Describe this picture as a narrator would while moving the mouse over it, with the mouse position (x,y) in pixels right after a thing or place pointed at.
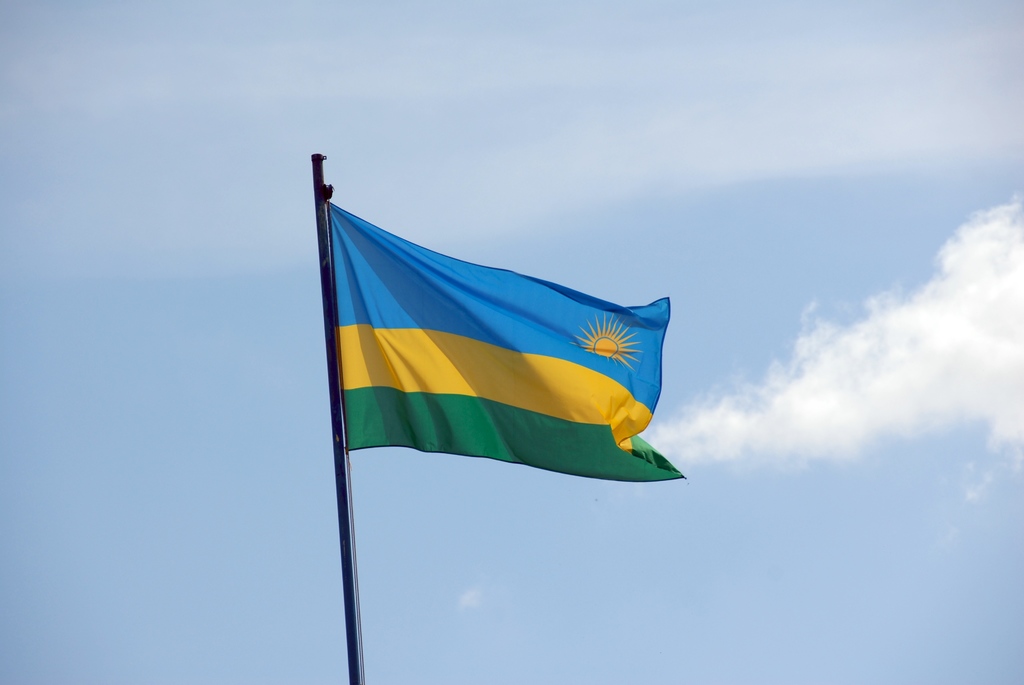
In this image I can see a black colored pole (333,334) to which I can see a flag (439,299) which is blue, yellow and green in color. In the background (735,97) I can see the sky (426,186).
